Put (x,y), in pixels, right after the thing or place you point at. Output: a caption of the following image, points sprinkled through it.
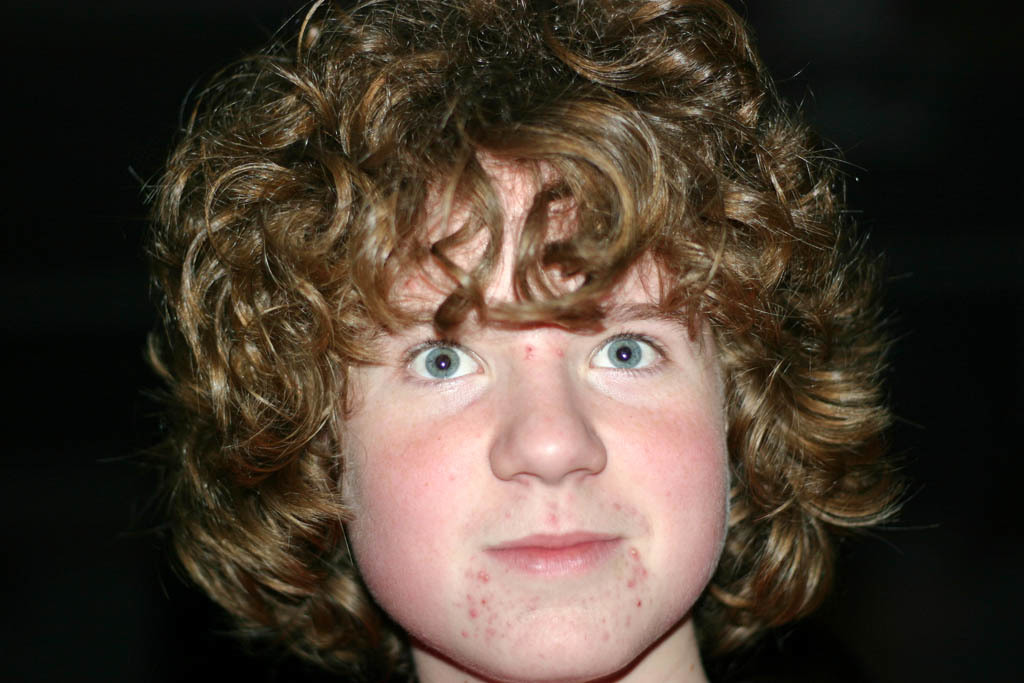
In this picture there is a person (465,298) with blue eyes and gold hair (308,152) and with pink cheeks (411,597).
